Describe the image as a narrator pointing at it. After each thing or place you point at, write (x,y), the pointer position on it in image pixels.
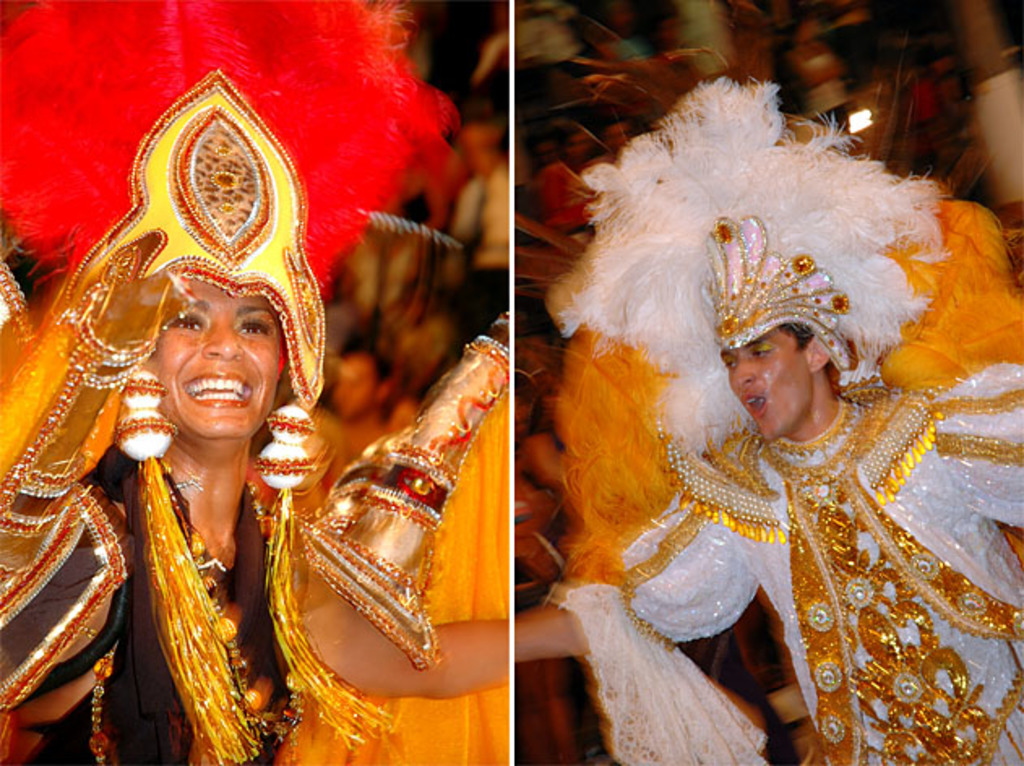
This image is collage images, there is a person (759,500) at right side (807,548) is wearing white color dress (812,552) and there is a women (272,546) standing at left side (305,503) is smiling.
